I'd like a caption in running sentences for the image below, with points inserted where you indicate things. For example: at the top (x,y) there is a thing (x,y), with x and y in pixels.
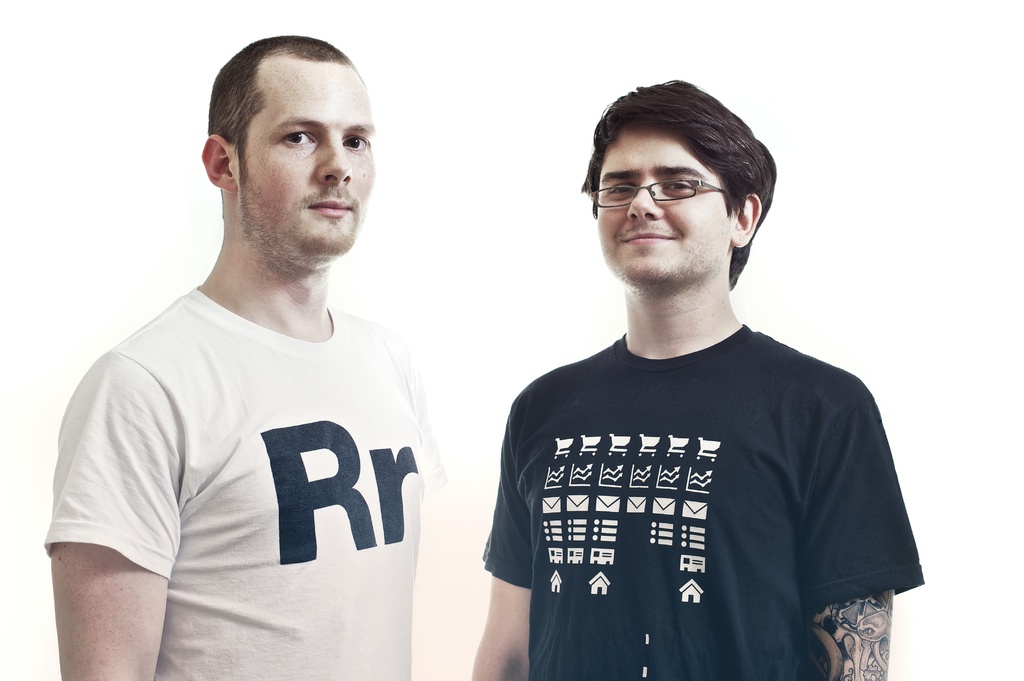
In this picture I can see there are two men (495,581) standing and they are wearing black and white shirts (592,497). The person (687,448) at right (697,186) has a tattoo (860,636) and he has spectacles (658,194) and in the backdrop (514,34) there is a white surface (93,219).
